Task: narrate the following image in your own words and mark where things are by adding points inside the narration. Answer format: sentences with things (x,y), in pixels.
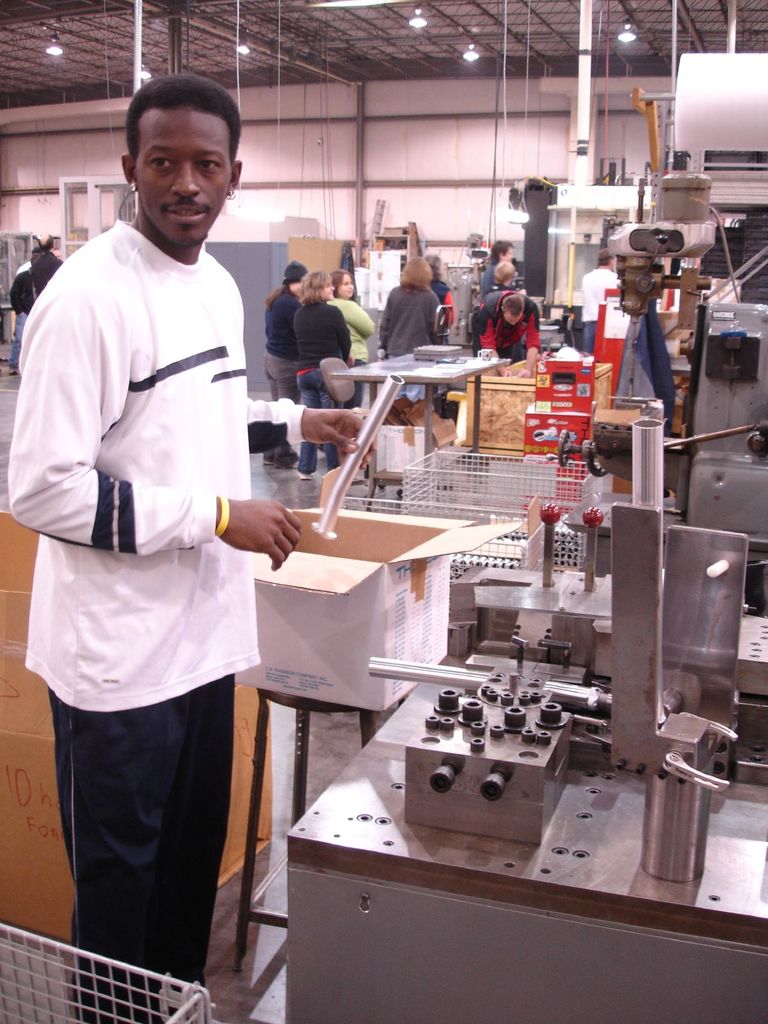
In this image, we can see a group of people (405,267) are on the floor (225,938). Here we can see some machines (515,701), carton boxes (402,642), baskets (523,489), table (487,360), some objects (756,299), things (364,274). Background (429,155) there is a wall (415,153), rods (385,185). Top of the image (291,53), there is a roof (308,41) with lights (419,13). Left side of the image (134,452), we can see a person (128,468) is holding some rod (376,413).
